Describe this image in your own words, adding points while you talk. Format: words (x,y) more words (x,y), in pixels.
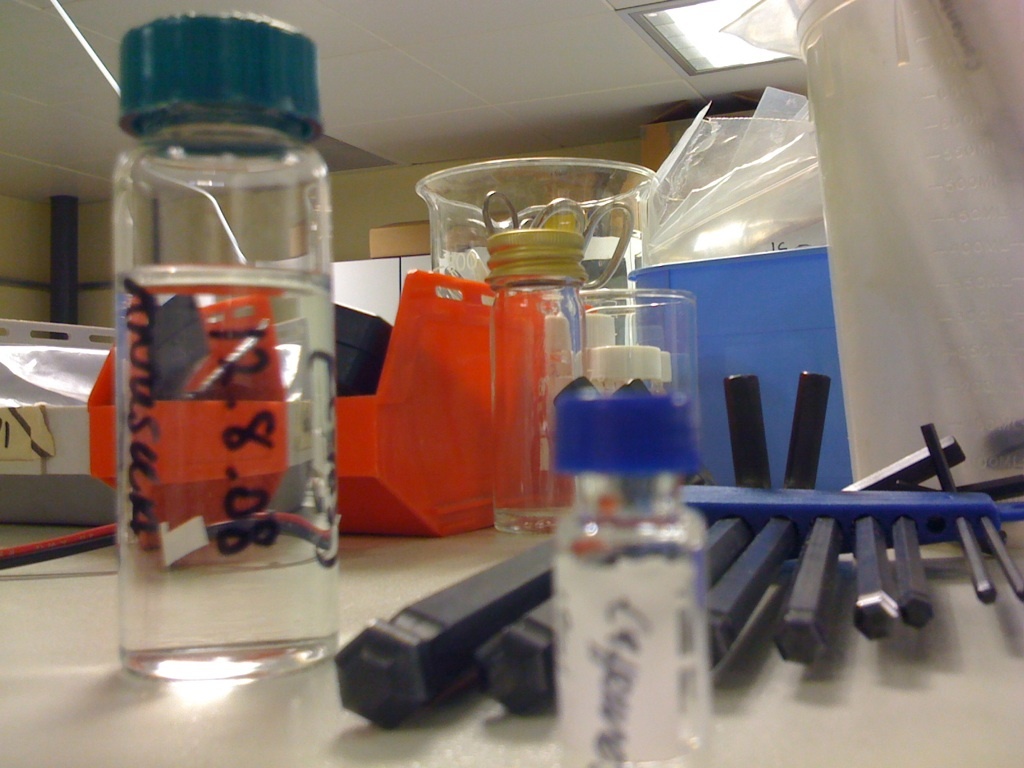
In this image we can see a bottle (253,410), jar (444,227), scissors (559,204), covers (718,215) and tubes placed on the table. This is the ceiling (485,54).
